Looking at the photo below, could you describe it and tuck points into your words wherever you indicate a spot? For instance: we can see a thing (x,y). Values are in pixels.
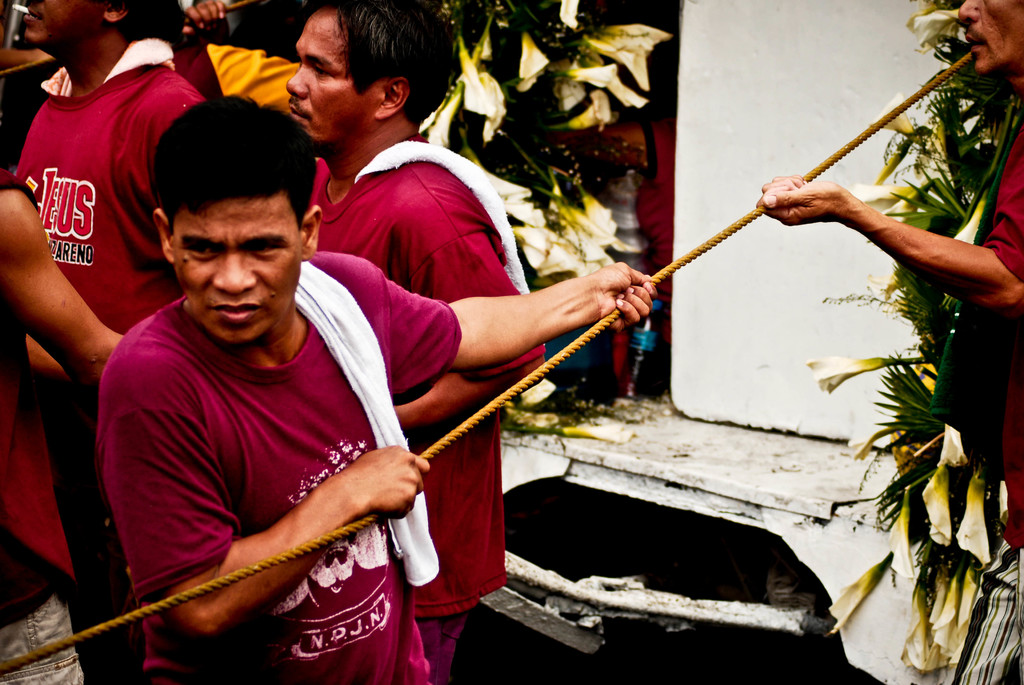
In this image we can see some persons (527,344), rope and other objects (396,426). In the background of the image (514,147) there is a plant (547,143) with flowers (549,201), bottle (633,368), wall (689,136) and other objects (599,577). On the right side of the image (928,321) there is a person (952,334), plant (952,234) with flowers (866,448) and other objects (956,368).
